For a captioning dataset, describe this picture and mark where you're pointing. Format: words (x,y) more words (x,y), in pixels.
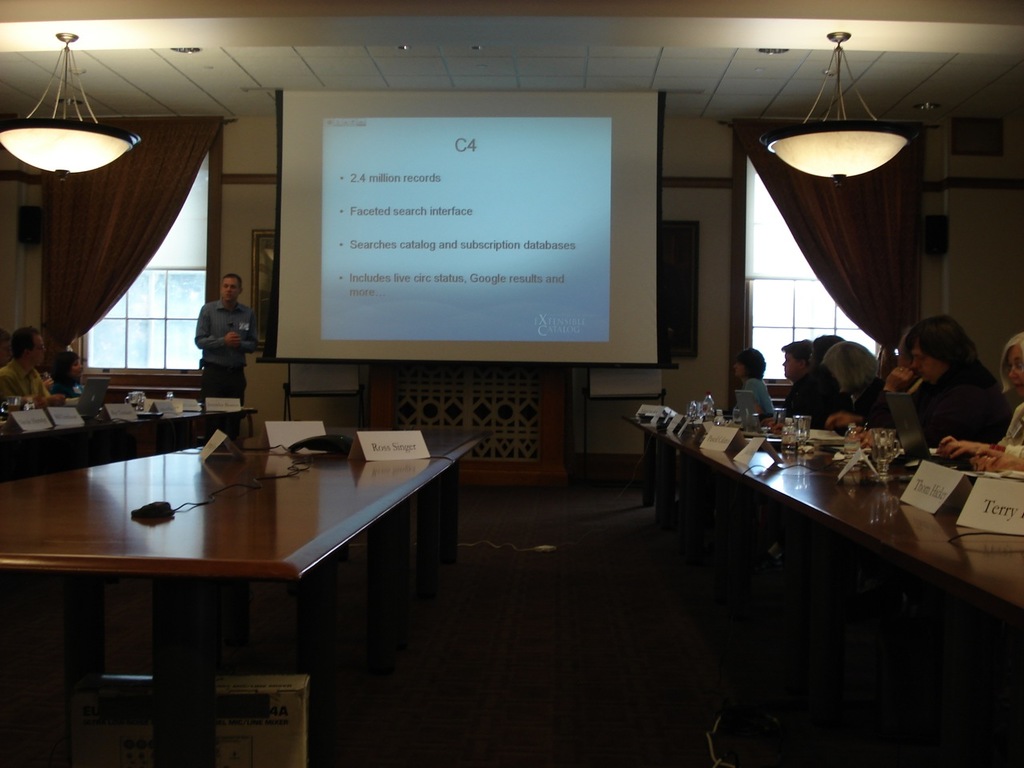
In the middle of the image (514,271) there is a screen (365,207). Beside the screen (271,352) there is a man (212,395) standing. Bottom left side of the image (107,584) there is a table (172,494). Left side of the image (114,356) there is a man (20,337) and a woman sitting on the chair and there is a window (106,319) and there is a curtain (160,180). At the top (679,42) the image there is a roof (197,5) and lights (831,145). Bottom right side of the image (904,695) there is a table (871,495), On the table (862,479) there are some glasses (806,417) and there is a laptop (739,401) and few people (983,440) are sitting on the chair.
